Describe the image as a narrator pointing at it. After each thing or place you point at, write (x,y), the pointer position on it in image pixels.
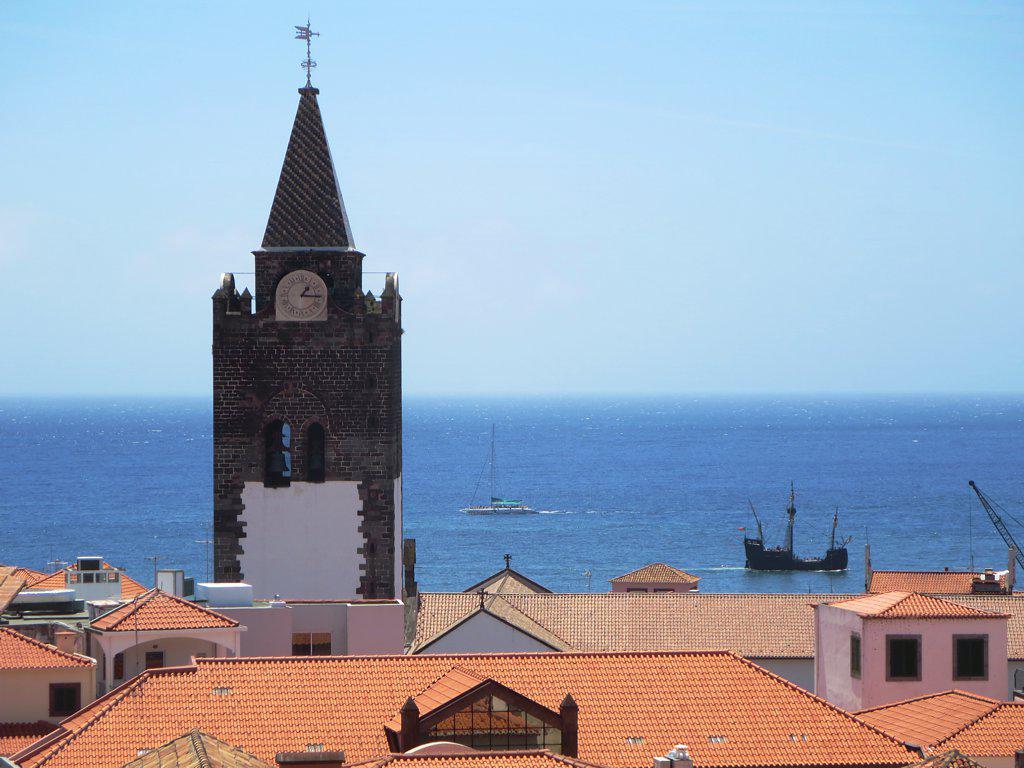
There are many building roofs (45,575) and there is a clock (305,318) on a building (305,383). At the back (819,564) there are ships (515,500) on the water (509,477).
